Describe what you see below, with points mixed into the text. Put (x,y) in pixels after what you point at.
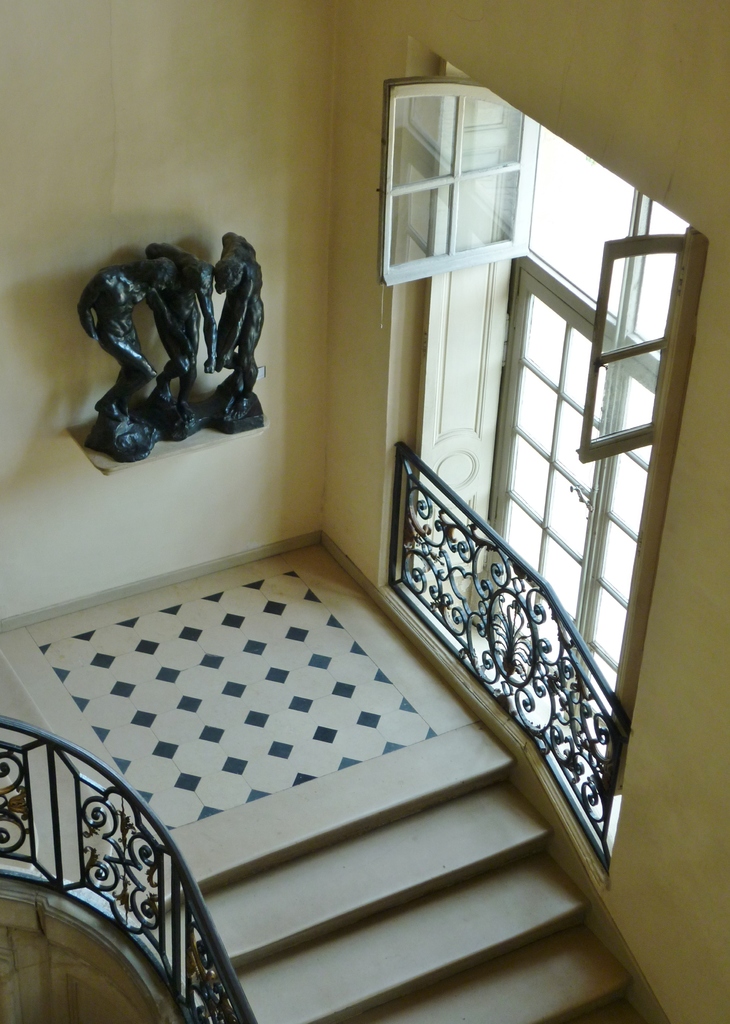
In the image we can see there are stairs (496,943) and there are iron railings (207,921). There are windows (556,406) on the wall (716,538) and there are human statues (226,344) kept on the wall stand (209,439).
